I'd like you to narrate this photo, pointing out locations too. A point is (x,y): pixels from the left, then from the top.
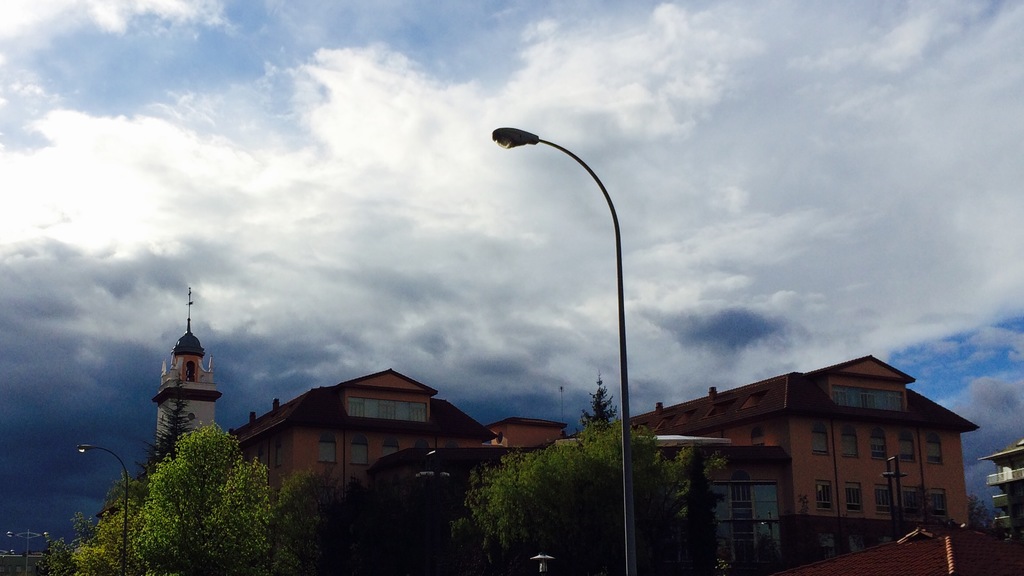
There are poles (126,516), trees (367,514) and buildings (718,483) at the back (663,411). The sky (694,169) is cloudy.
